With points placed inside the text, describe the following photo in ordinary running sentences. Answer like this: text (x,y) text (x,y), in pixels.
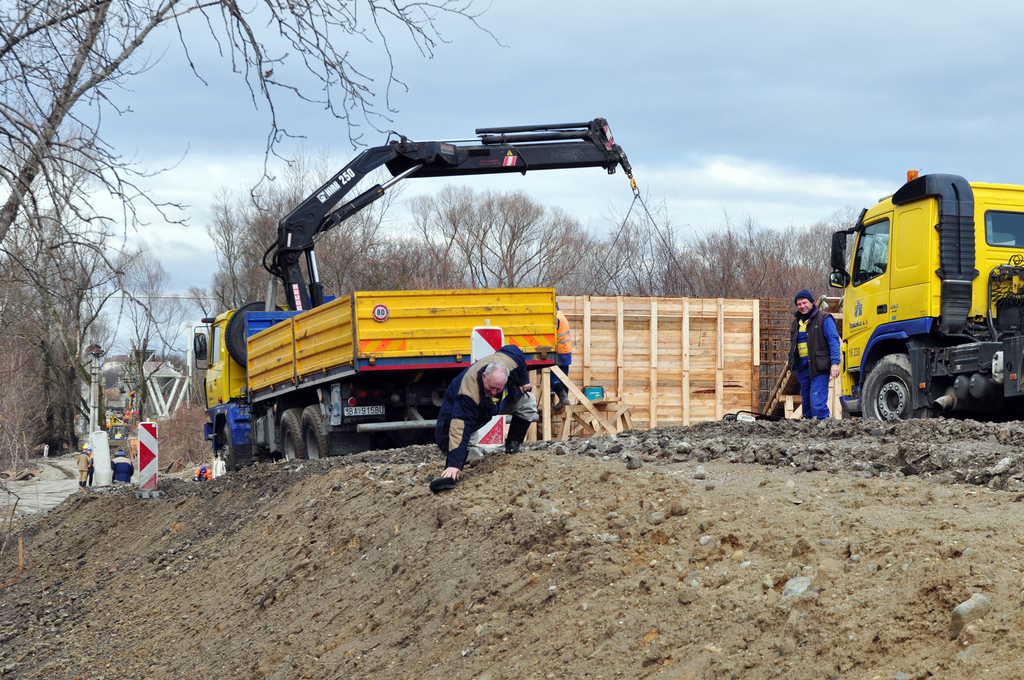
In this image there are vehicles (512,325) and a wooden box (604,368), near the vehicle (526,315) there is a man (807,365) standing and a man (486,397) is bending, in the background (18,367) there are trees (434,264) and the sky (551,97).
